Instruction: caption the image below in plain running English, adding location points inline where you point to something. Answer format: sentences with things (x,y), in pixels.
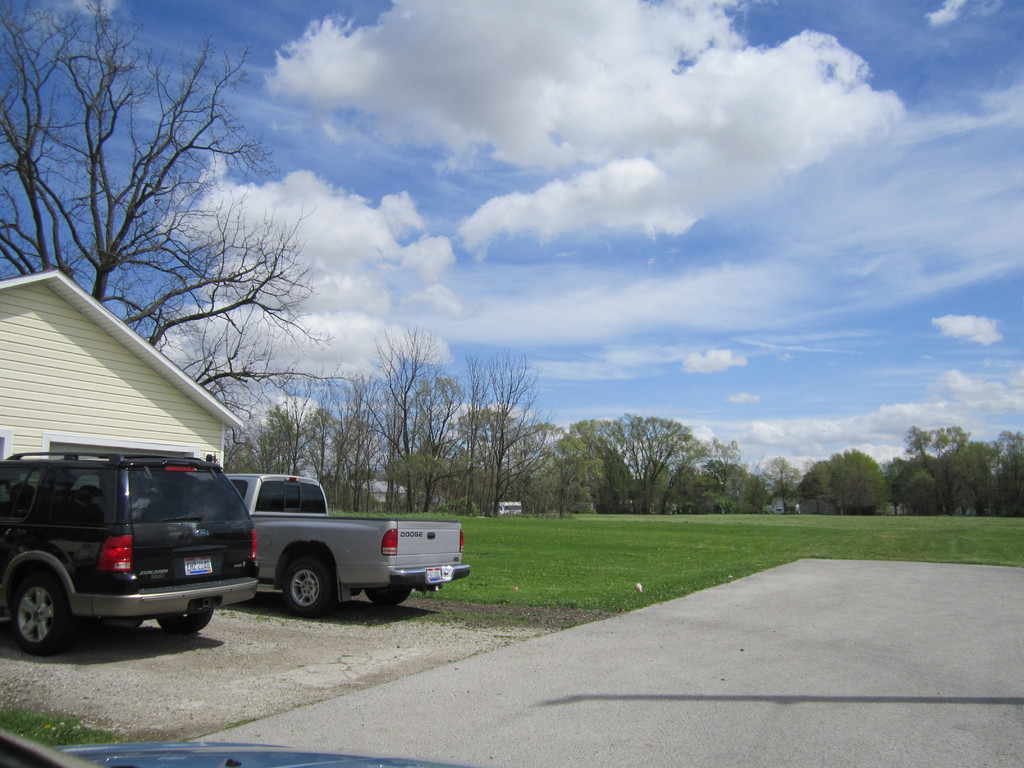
In this image in front of a building (103,392) two vehicles (209,554) are parked. In the background (486,483) there are trees (526,484), building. The sky (570,167) is cloudy.
